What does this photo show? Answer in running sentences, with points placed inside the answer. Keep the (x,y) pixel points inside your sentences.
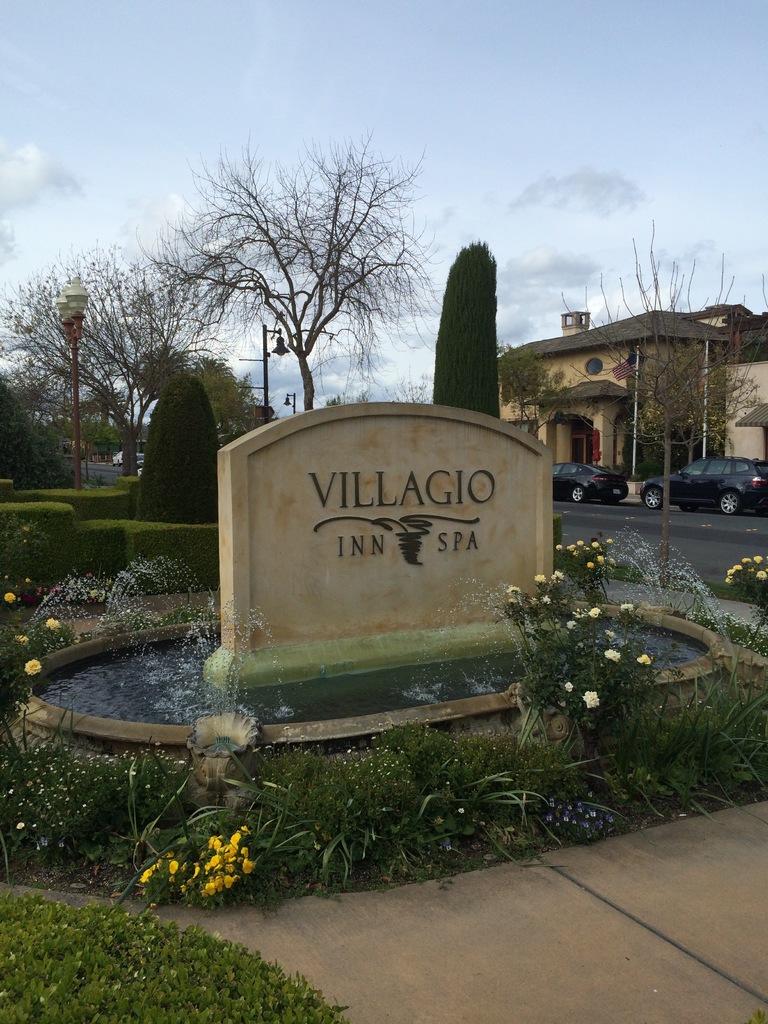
In this image we can see a fountain (473,628). There is a pavement (464,952) and plants (354,826) at the bottom of the image (298,989). In the background of the image (581,396), we can see building (581,373), cars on the road (690,548), poles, trees (206,393) and plants (60,522). There is the sky (468,30) with some clouds (23,166) at the top (490,150).
